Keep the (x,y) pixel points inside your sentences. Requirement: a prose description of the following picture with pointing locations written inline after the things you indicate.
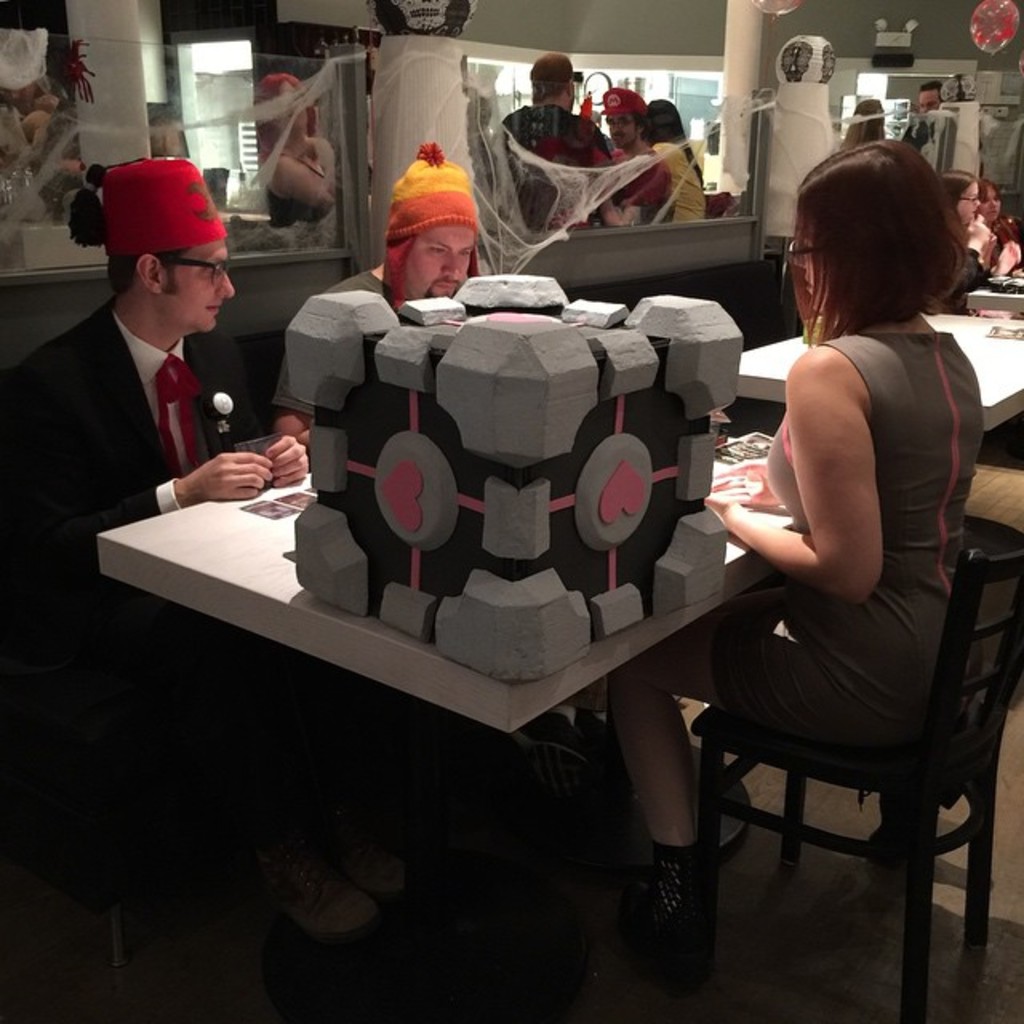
In this image I can see a group of people (437,239). Few people (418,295) are standing and few people (431,275) are sitting on the chair (891,782). On the table (274,496) there are some objects (441,428).
